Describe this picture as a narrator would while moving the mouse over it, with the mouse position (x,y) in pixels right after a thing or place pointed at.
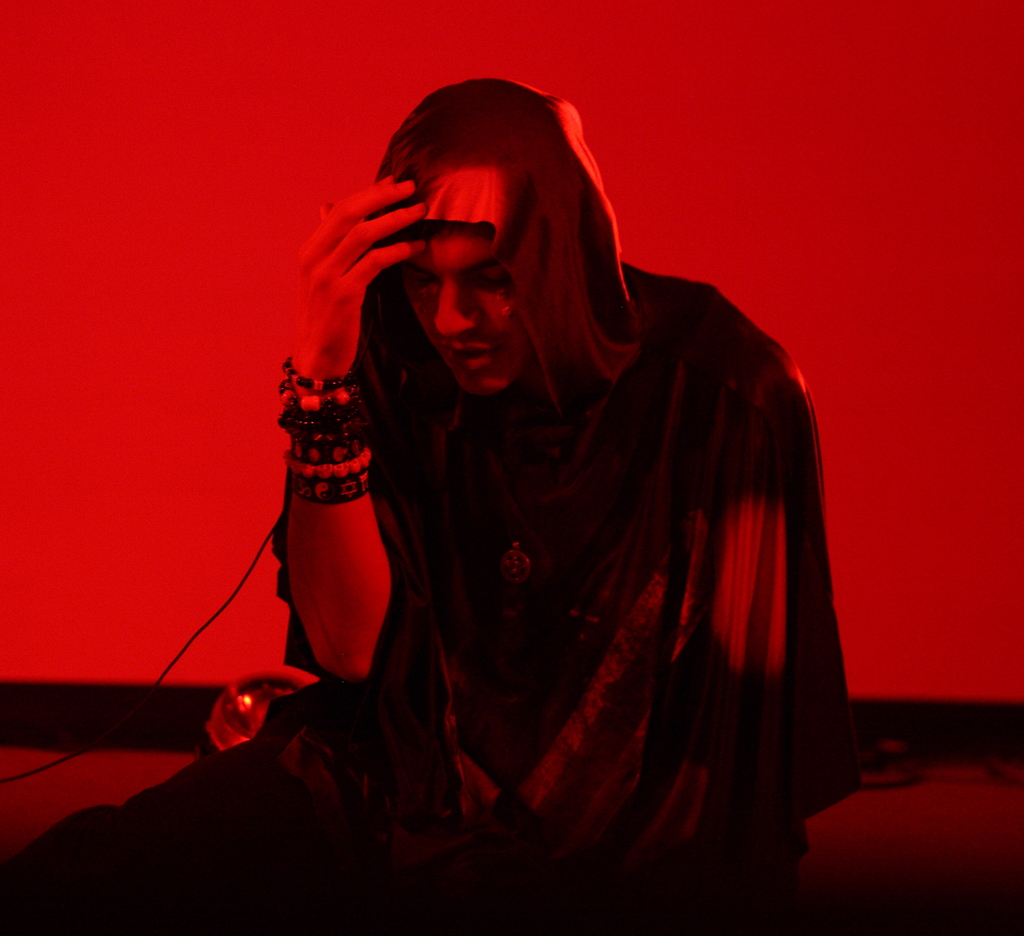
This image is taken indoors. In this image the background (155,476) is red in color and there is a wall (133,379). In the middle of the image (558,436) a man (480,510) is sitting on the floor (927,858). At the bottom of the image (817,845) there is a floor (69,791).
